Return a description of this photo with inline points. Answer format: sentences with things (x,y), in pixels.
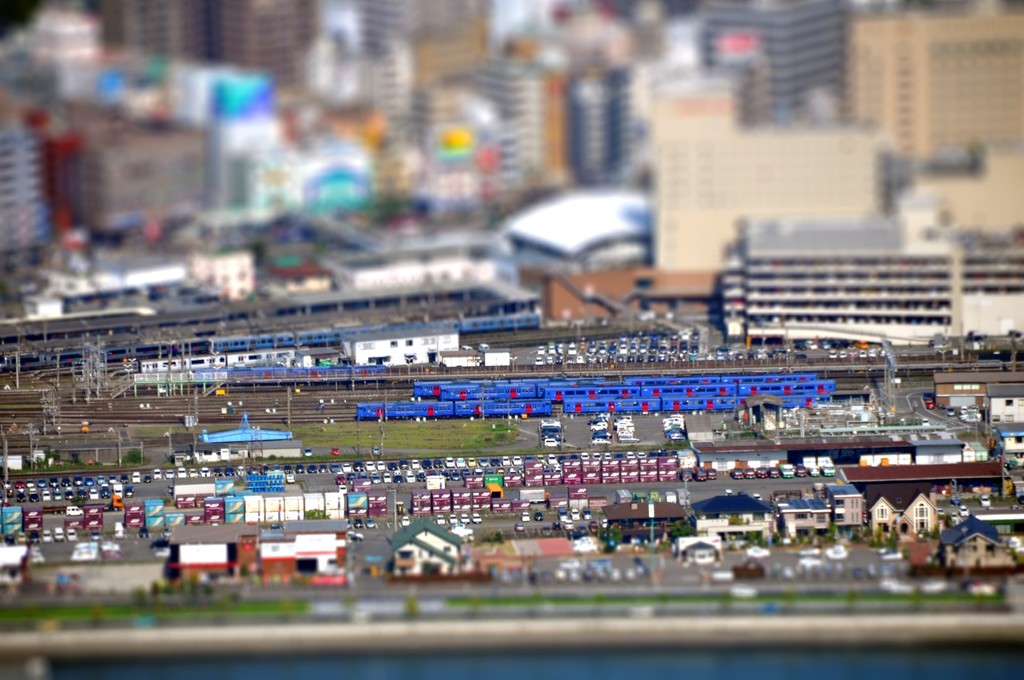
In this image we can see many vehicles (160,543). This part of the image is blurred.
